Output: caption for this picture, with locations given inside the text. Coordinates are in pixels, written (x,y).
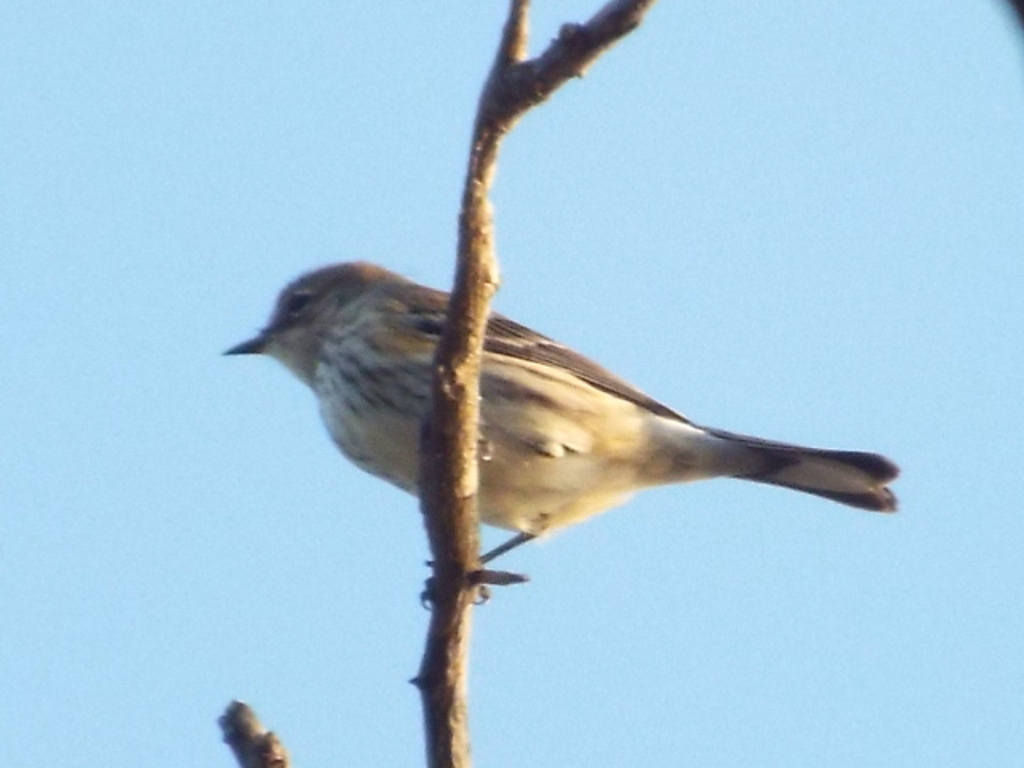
In this image I see a wooden stick (446,751) on which there is a bird (332,307) which is of white and black in color and it is a bit brown in color too and I see the blue sky (750,353).
